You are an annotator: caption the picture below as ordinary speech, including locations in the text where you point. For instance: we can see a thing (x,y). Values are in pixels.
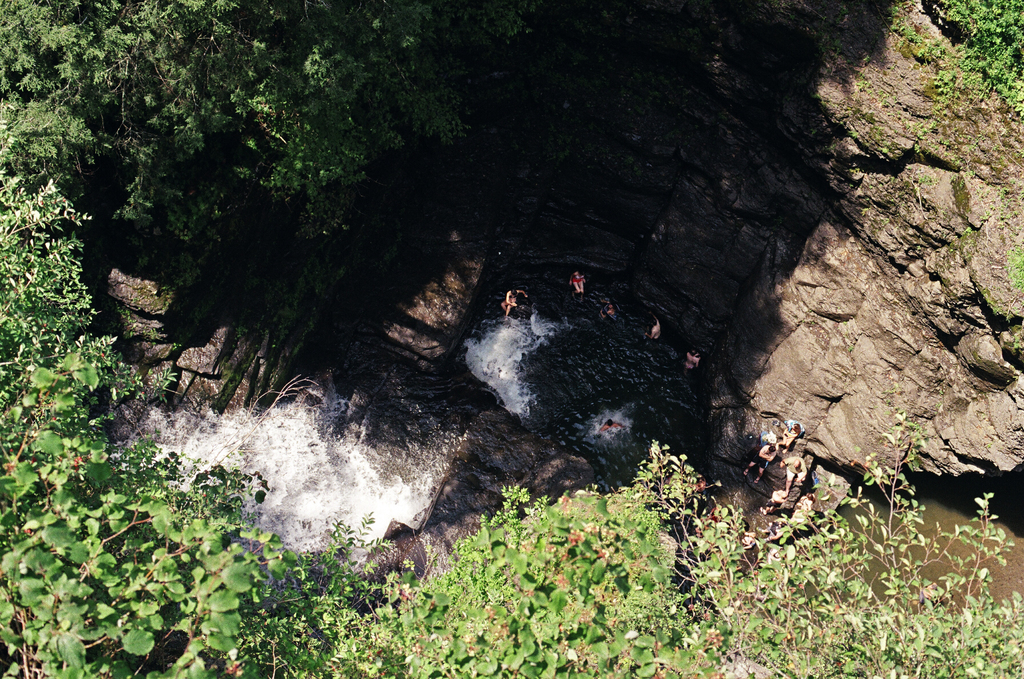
In this picture we can see waterfalls (395,453), some people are in the water (678,386), around we can see full of trees (332,665) and rocks (675,294).
